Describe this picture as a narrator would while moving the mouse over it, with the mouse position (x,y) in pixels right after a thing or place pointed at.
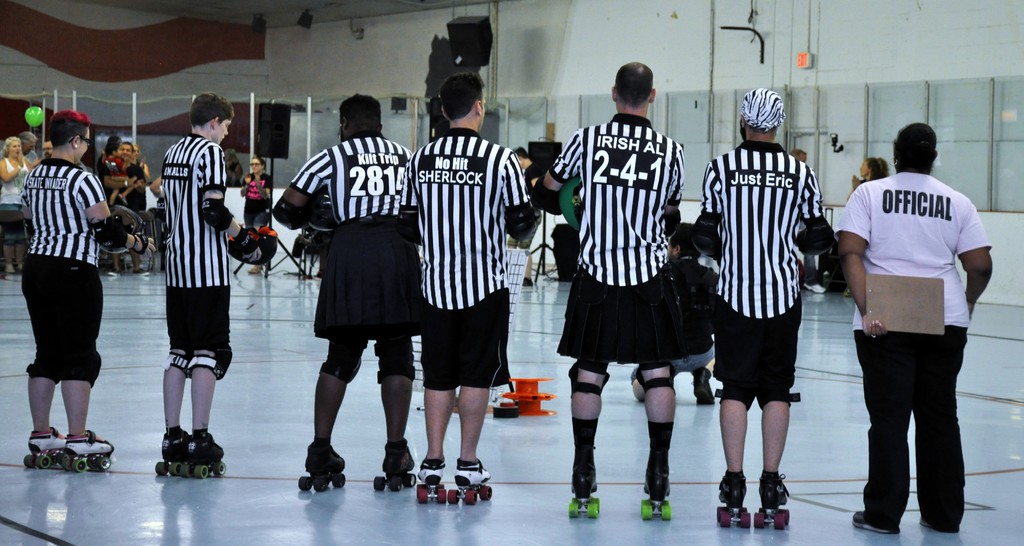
In this image I can see the group of people (410,350) with white and black color dresses (69,208) and these people (167,417) with the roller skates (663,494). In the background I can see the few more people (136,191) with different color dresses (132,172). I can see the balloon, sound boxes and the boards (719,107) to the wall (556,18).
